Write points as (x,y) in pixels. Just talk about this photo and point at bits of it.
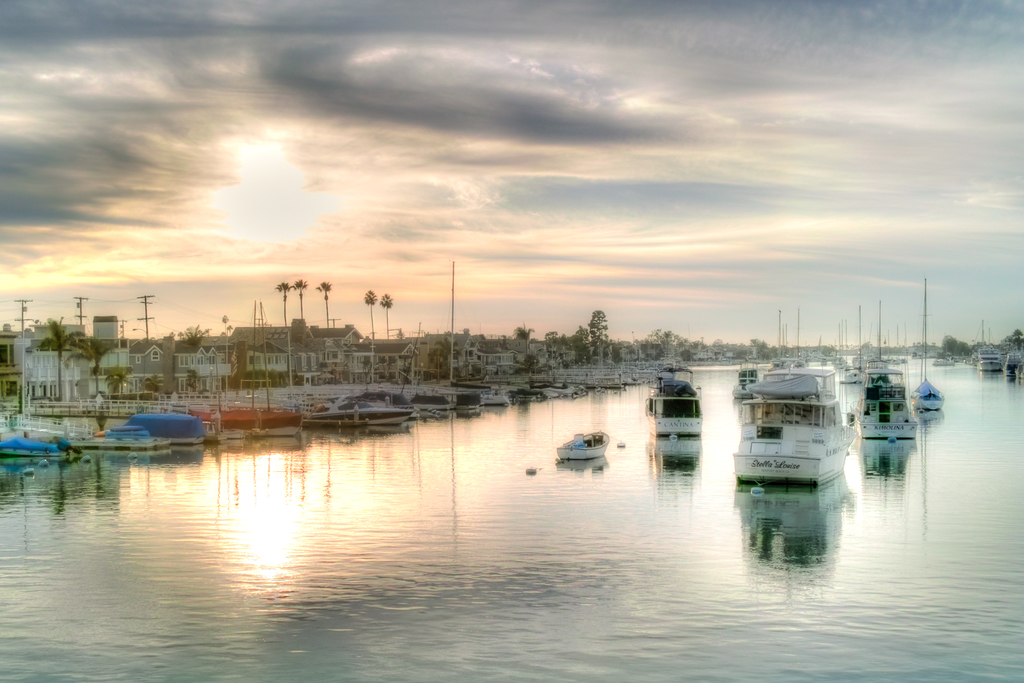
In the center of the image (579,412) there are ships (898,387) in the water (511,533). In the background of the image (65,376) there are trees (79,357), buildings (163,356), current poles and sky (589,155).
